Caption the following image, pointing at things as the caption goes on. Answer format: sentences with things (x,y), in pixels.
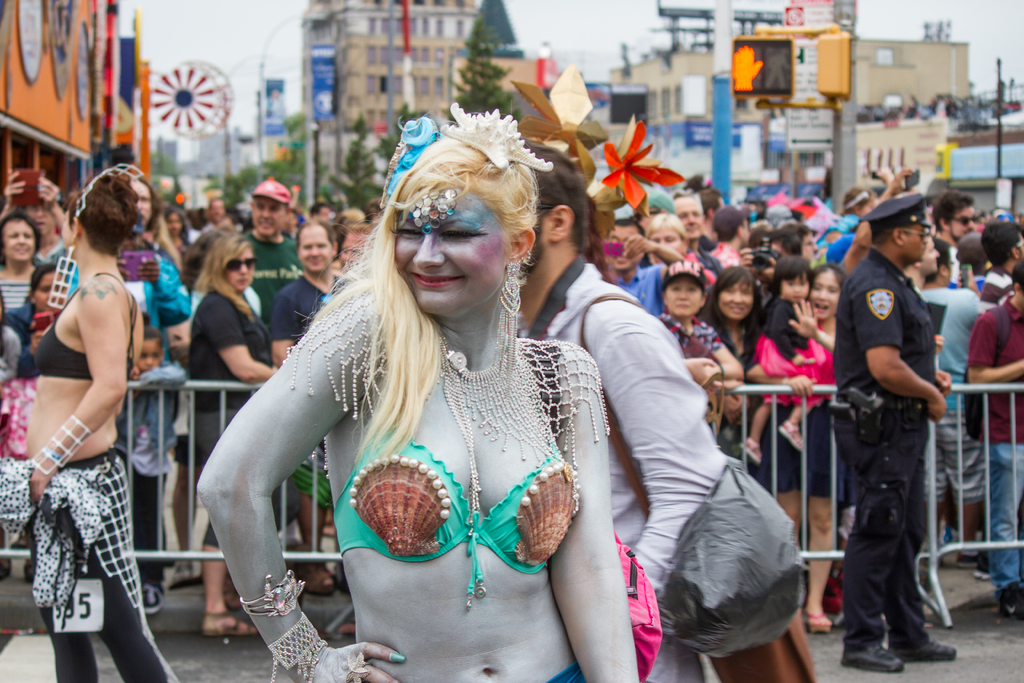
In the center of the image (446,342) we can see a lady (481,308) standing and smiling. She is wearing a costume (494,396) and we can see a painting (460,281) on her. In the background (233,334) there are people (110,204), fence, buildings (873,55), trees (493,104), poles (728,114) and sky (529,46).
